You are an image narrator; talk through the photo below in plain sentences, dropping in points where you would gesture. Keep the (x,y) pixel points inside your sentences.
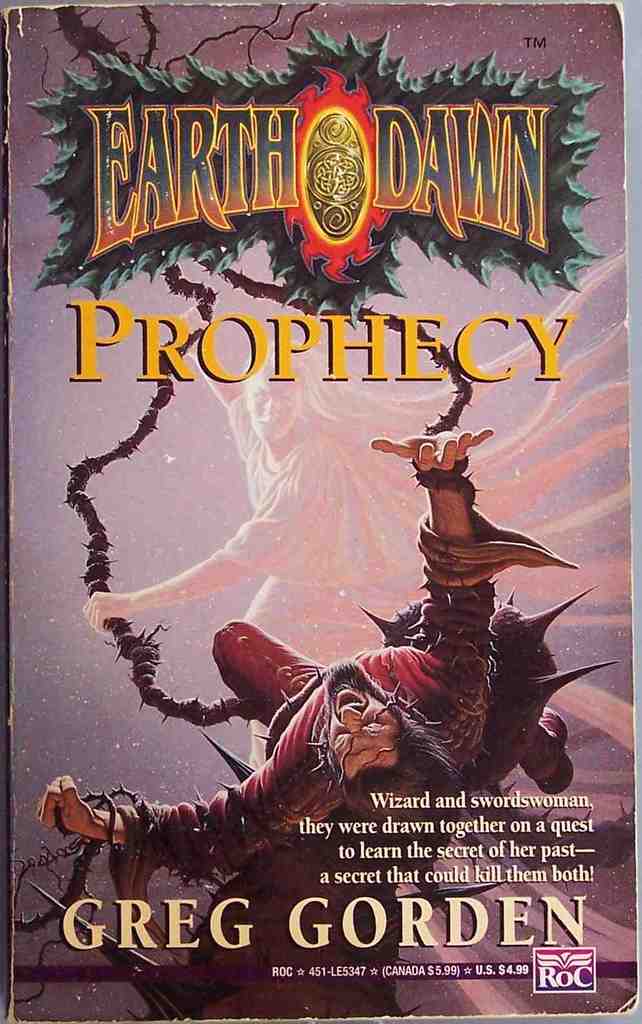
In the center of the image (338,670) there is a poster (453,496) with some text (258,191) and depiction of a person (284,782).
